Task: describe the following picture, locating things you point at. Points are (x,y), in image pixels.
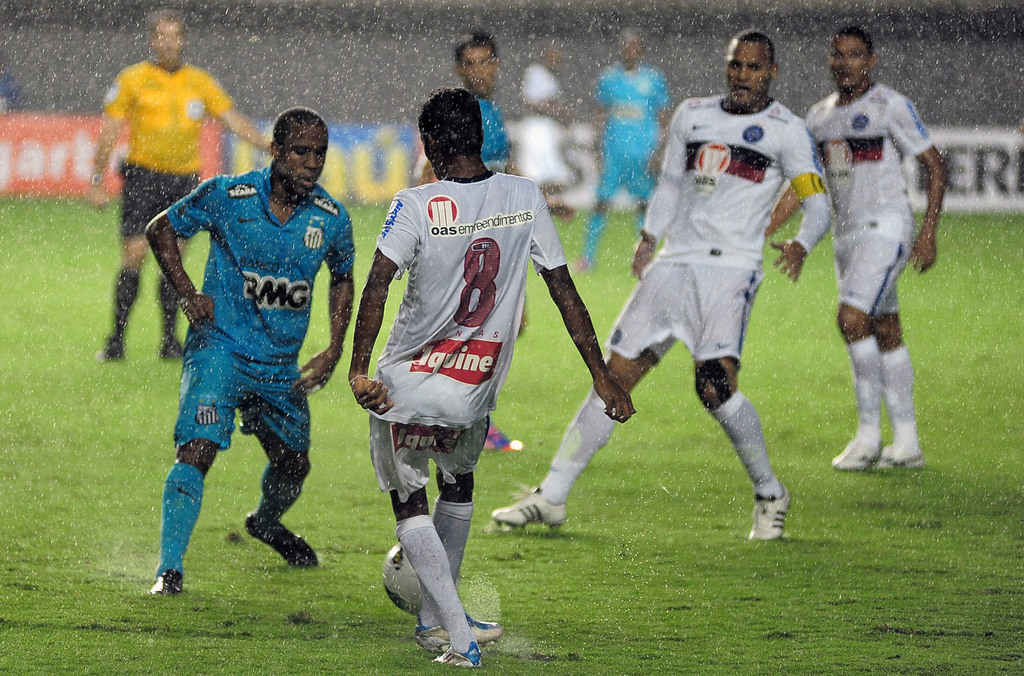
In the image we can see few players (933,250). In the center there is a ball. In the background (69,233) there is a banner (965,199) and grass (34,219).
